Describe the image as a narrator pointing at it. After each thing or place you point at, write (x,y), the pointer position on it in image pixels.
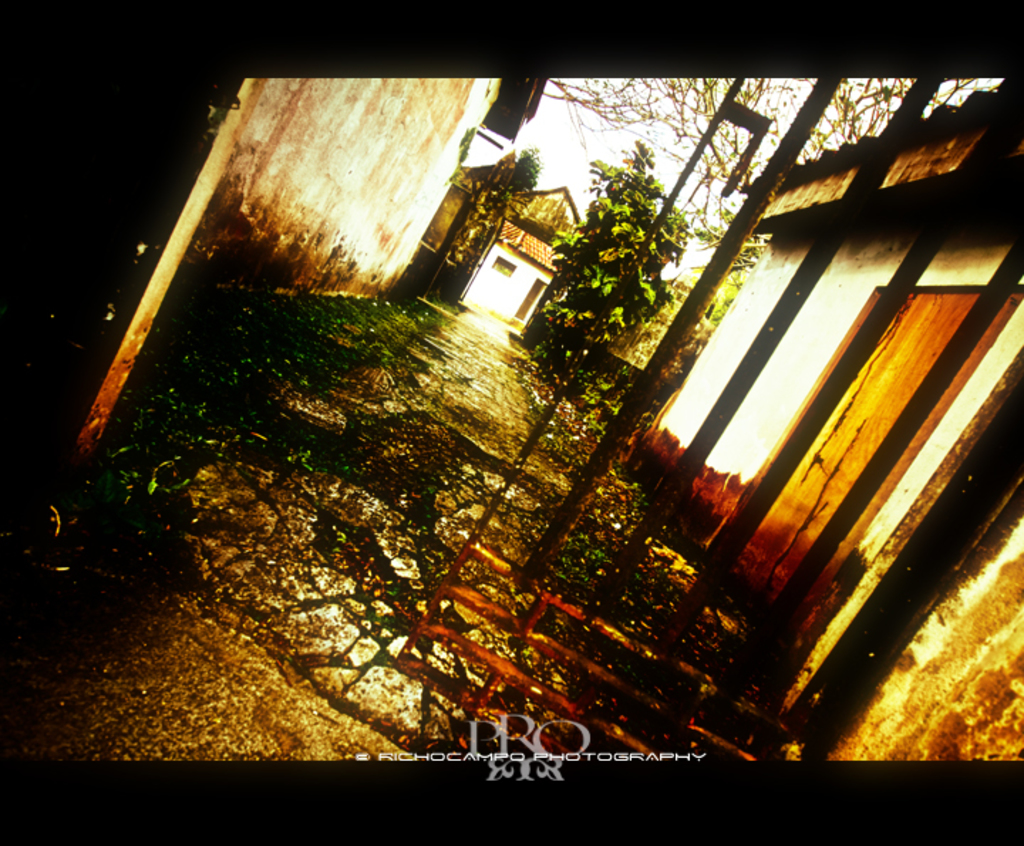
In this image on the right side (782,389) and left side (325,183) there are some houses (391,236), poles (153,292) and some grass (306,458). At the bottom (225,661) there is a walkway (452,389) and in the center (478,298) there are some trees (562,237) and house (512,243), on the top of the image (560,139) there is sky (556,144).
